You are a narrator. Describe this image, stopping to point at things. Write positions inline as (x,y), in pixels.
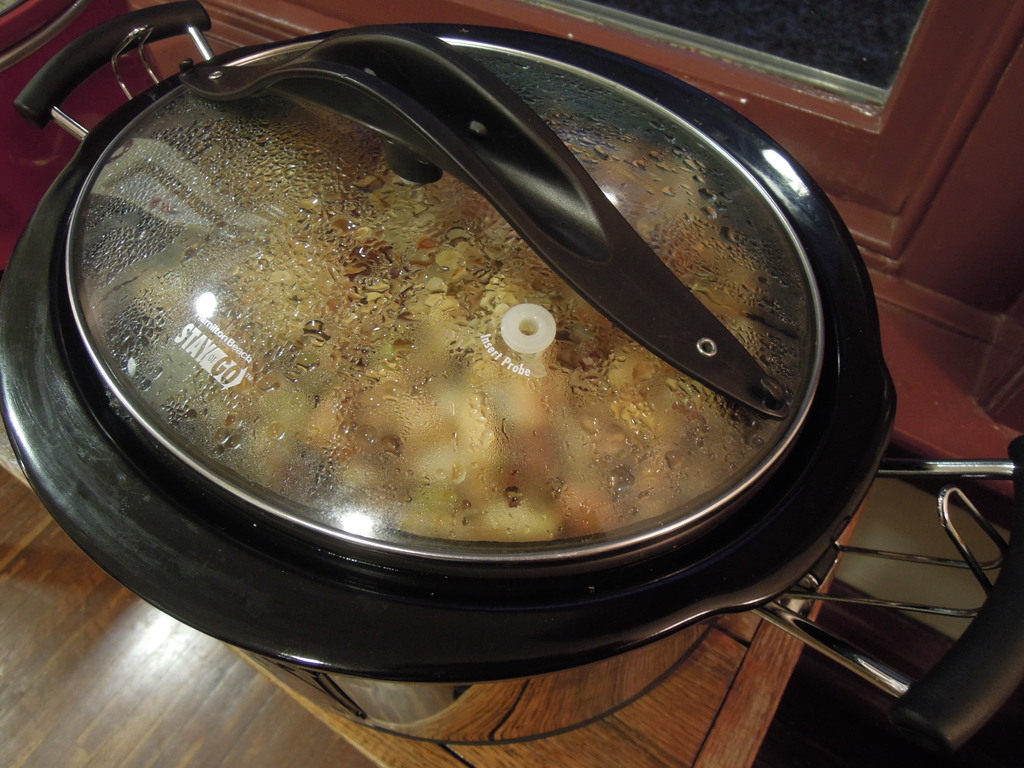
In this picture we can see a bowl (489,696) on the wooden platform (359,736).
